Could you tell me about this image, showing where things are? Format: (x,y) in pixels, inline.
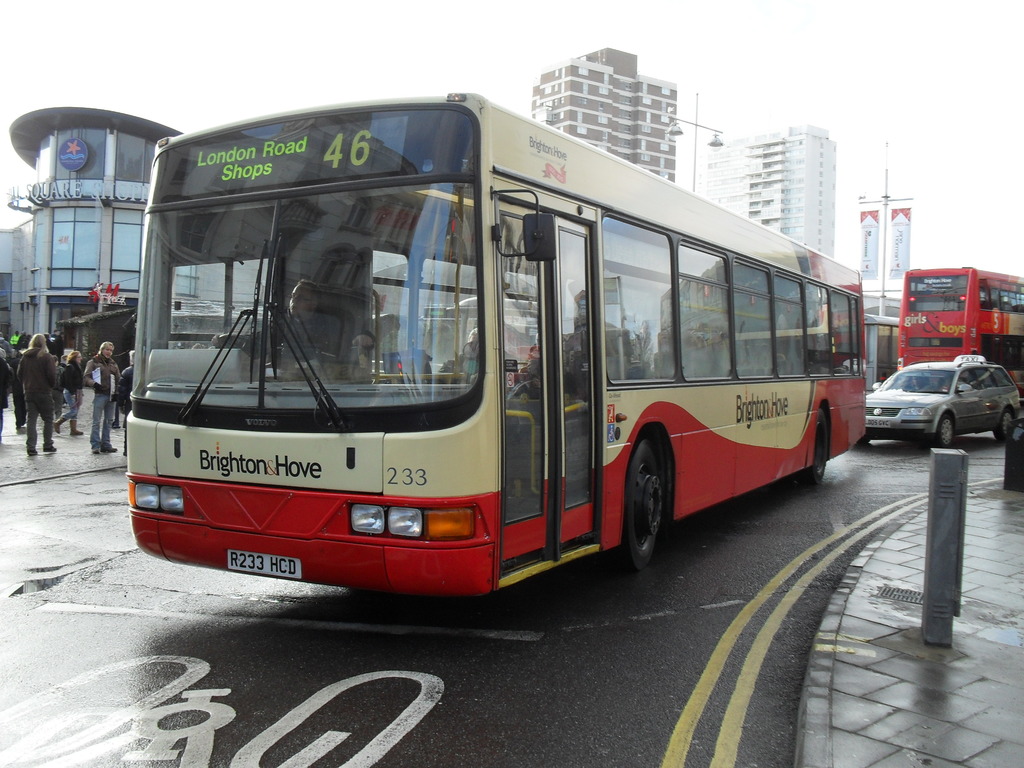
This picture is clicked outside. In the foreground (342,352) we can see a person (304,313) seems to be driving a bus (653,429). On the right (868,758) we can see the pavement (916,619) and some objects (1023,466) and we can see a bus (954,302) and a car (935,408) seems to be running on the road (782,543). On the left (73,372) we can see the group of people (92,376) and the buildings (61,218) and we can see the text (41,195) on the building (62,303). In the background (265,91) we can see the sky (700,141), lamp post (711,134) and some objects (893,274).
